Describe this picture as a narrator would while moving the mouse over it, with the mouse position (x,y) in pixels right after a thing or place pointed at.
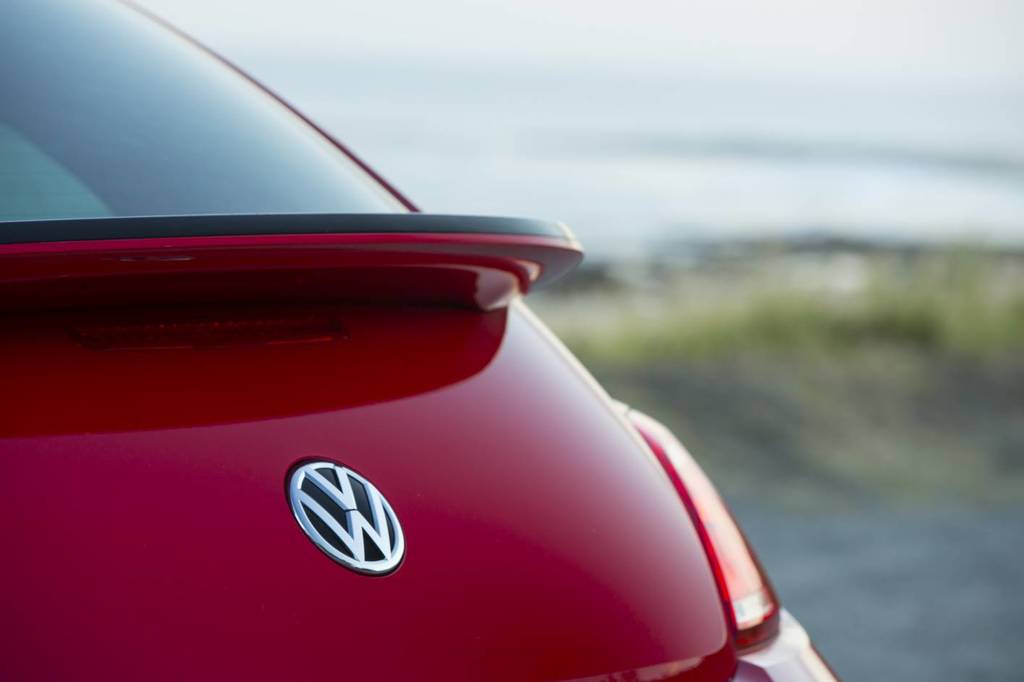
In this picture, there is a car (399,267) towards the left (114,461). It is in red in color.
